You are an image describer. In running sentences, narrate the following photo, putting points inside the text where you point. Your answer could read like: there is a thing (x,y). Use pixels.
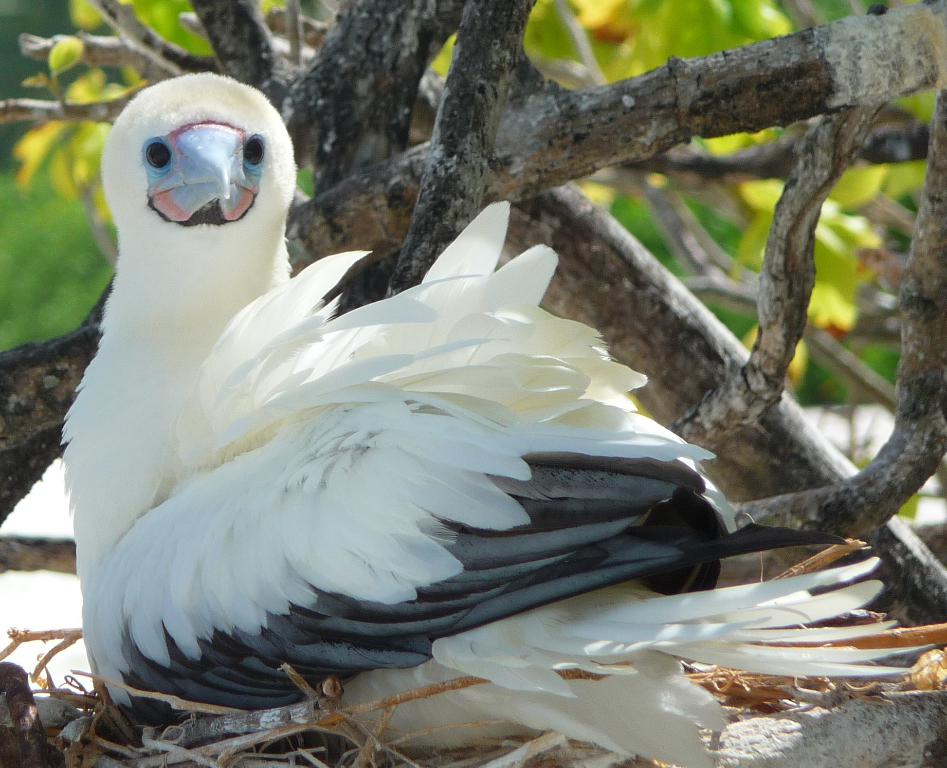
In this image I can see few tree branches (439,168), leaves (889,174) and in the front (72,436) I can see a white and black colour bird (545,596).
